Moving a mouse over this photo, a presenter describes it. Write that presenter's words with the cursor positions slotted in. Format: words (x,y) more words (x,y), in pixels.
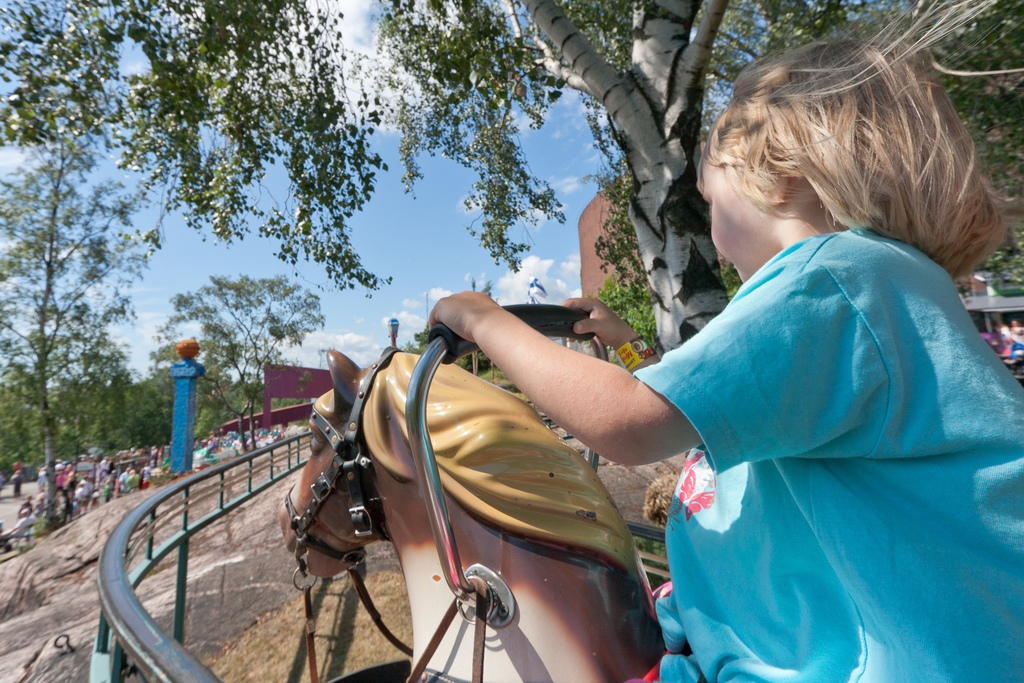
In this picture there is a child (852,441) sitting on a toy horse (510,582). There is tree (645,140), railing (183,619), building (589,229) and sky (553,178) in the image. To the left corner (93,480) there is crowd (68,481).
